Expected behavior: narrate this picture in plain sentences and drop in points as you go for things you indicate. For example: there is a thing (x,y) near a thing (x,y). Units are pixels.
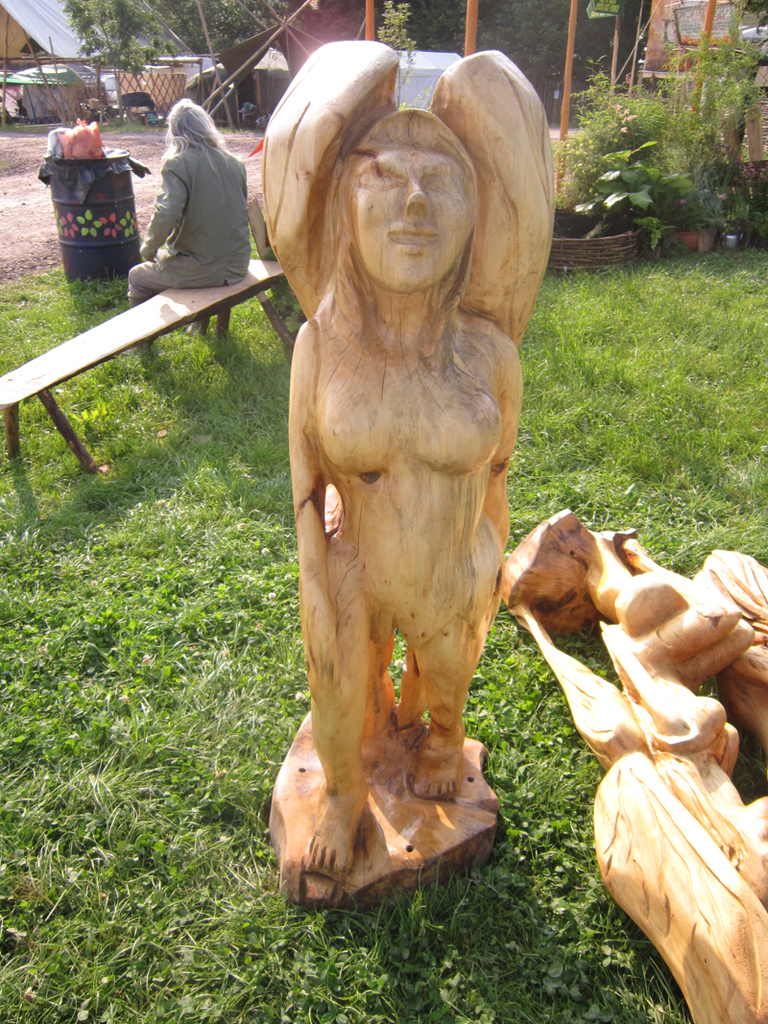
In the picture there are few wooden sculptures (587,687) on the grass (400,910) and there is a bench (200,302) behind the sculptures (304,268) and a person (157,264) is sitting on that bench (146,302), around him there is a drum (112,220) and some houses (48,49) and trees (546,13).
